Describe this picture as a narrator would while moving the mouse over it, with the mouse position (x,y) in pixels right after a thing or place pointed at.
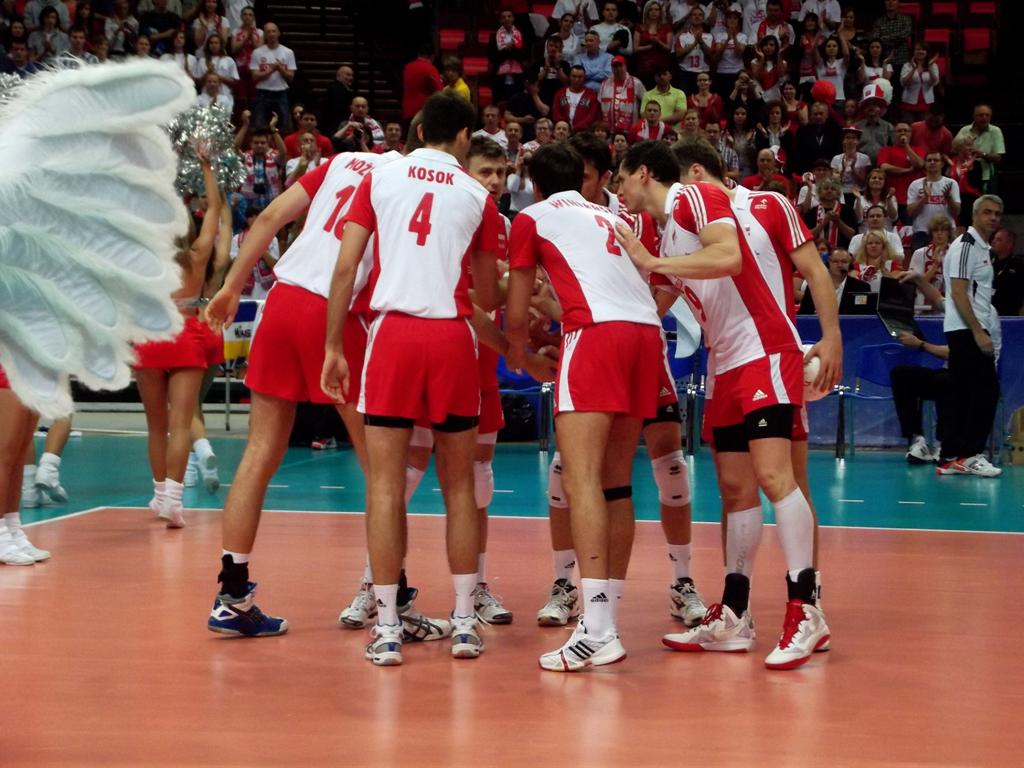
In this picture there are group of people (459,236) standing on the floor (548,555). At the back (968,140) there is a man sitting and holding the laptop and there are group of people (963,179) standing and there are chairs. At the bottom (20,619) there is a floor (295,523). On the left side of the image (167,459) there are two people (177,444) standing and holding the objects (229,173).
